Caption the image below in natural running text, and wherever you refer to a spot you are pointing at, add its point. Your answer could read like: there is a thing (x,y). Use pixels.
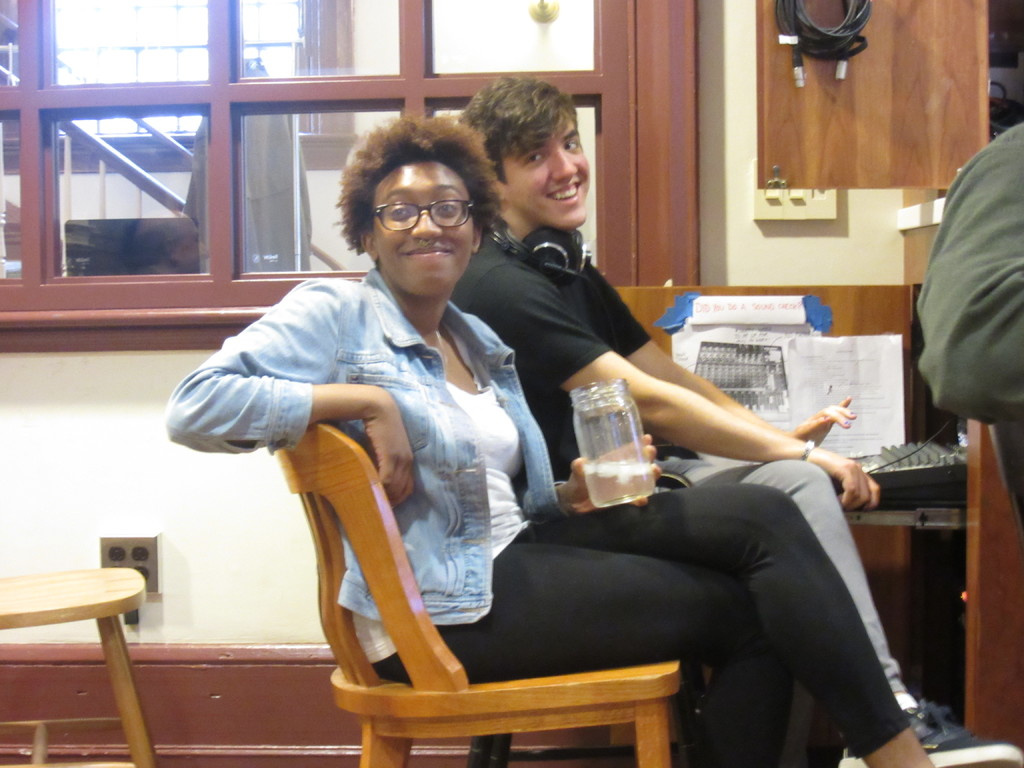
In this image we can see a man (654,406) and a girl (652,503) are sitting on the chairs (660,686) and the girl (652,503) is holding a jar (604,448) with liquid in it in her hand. On the left side (112,603) we can see a chair (121,575) and on the right side (1010,216) we can see a person hand (1021,221). There is a keyboard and objects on a platform (882,517) and there are papers (729,358) attached to a board (772,363). In the background (304,207) we can see objects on the wall (719,114), window glass door (122,155), and a cable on the door (870,80). Through the window glass door (122,118) we can see wall (154,207), cloth (198,213) and a window (104,48).
